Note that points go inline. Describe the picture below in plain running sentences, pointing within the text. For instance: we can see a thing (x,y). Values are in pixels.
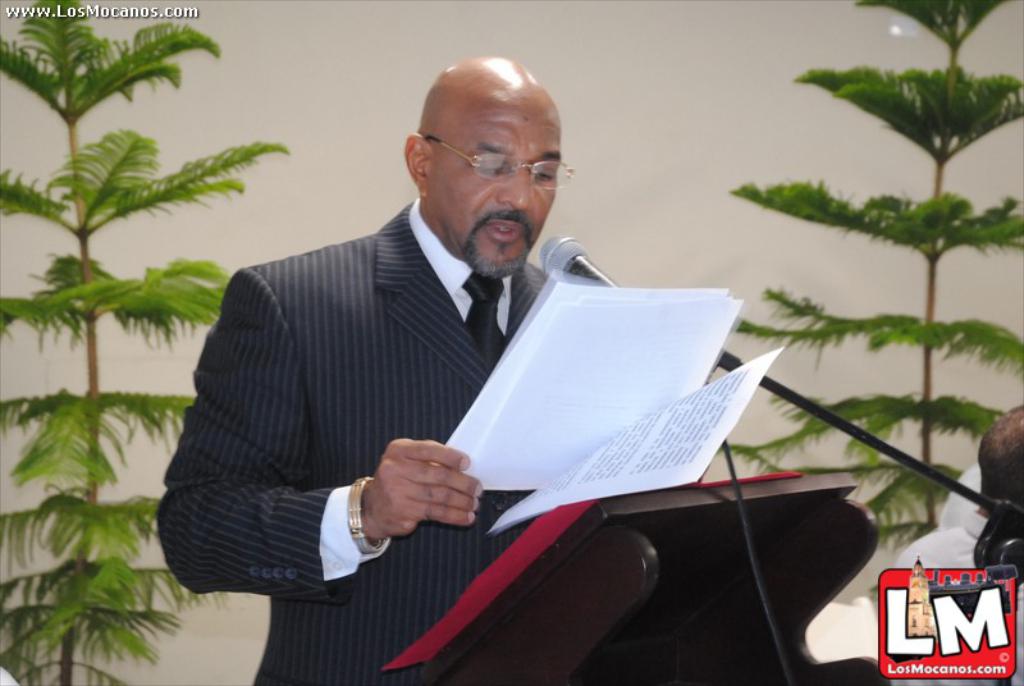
In this picture we can see a person (472,242) wearing a spectacle (484,168) and holding a few papers (646,476) in his hand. He is standing in front of the podium (829,546). We can see a microphone (560,255) and a red object (483,595) on the podium (848,569). There is a watermark (901,652) and some text (901,652) is visible in the bottom right (904,652). We can see the head (1015,445) of a person (980,484) on the right side (1012,459). There are a few plants (978,348) and a wall (390,125) is visible in the background (30,420). We can see some text (132,10) in the top left (119,10).
